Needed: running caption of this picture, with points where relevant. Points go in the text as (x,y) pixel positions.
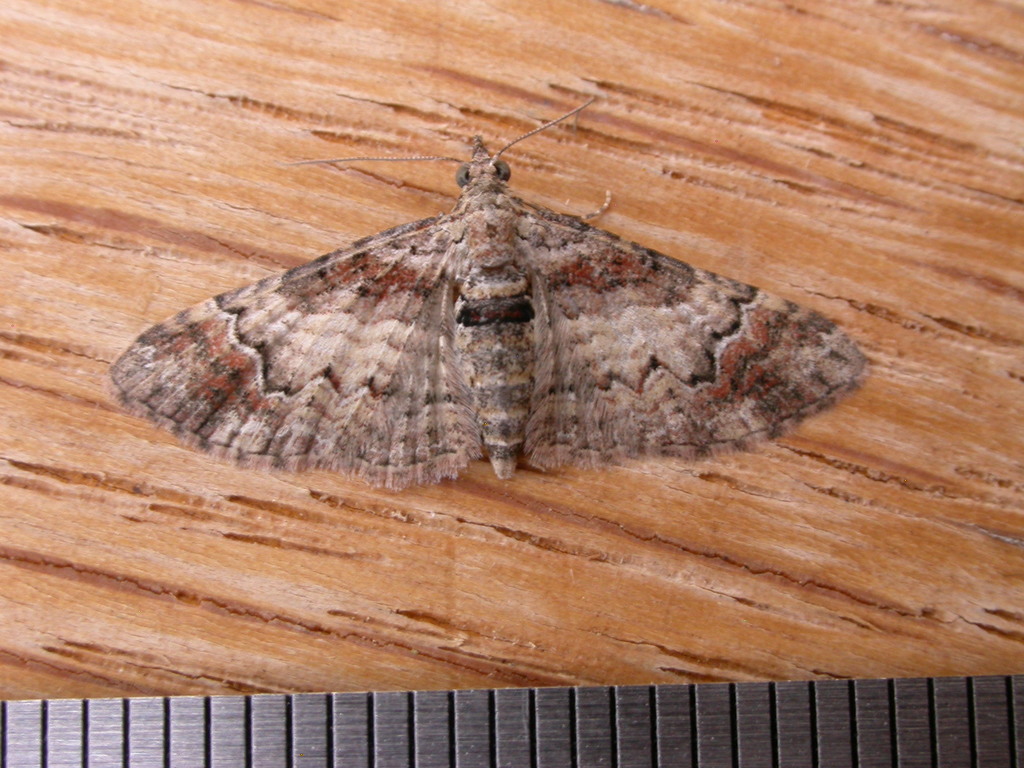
In this image we can see the moth (427,388) on the wooden surface (738,582). Here we can see something (778,710) in black color.
